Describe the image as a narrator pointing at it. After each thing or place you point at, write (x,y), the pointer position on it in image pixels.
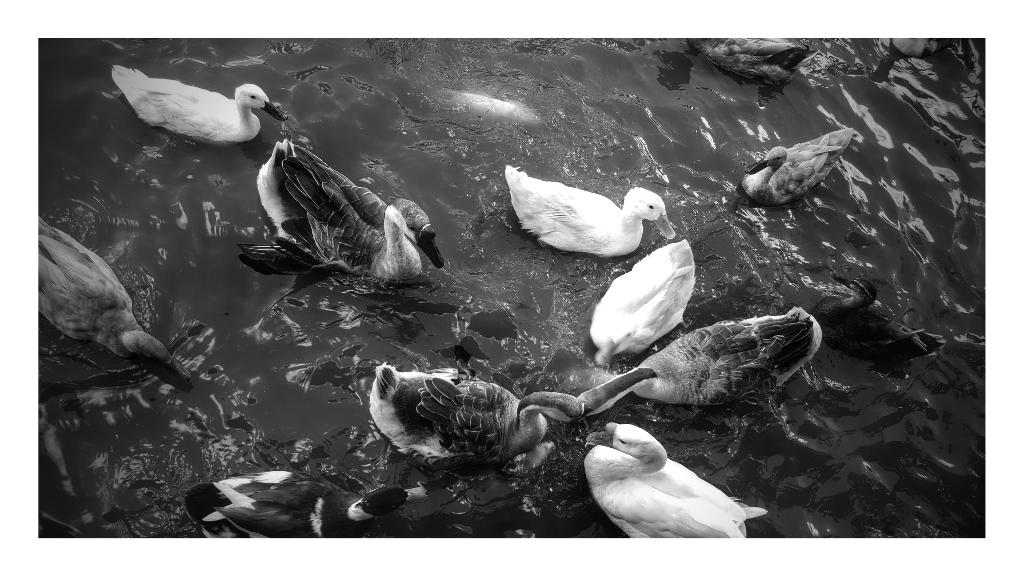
In this black and white picture there are few ducks (277,271) in the water (558,271).
